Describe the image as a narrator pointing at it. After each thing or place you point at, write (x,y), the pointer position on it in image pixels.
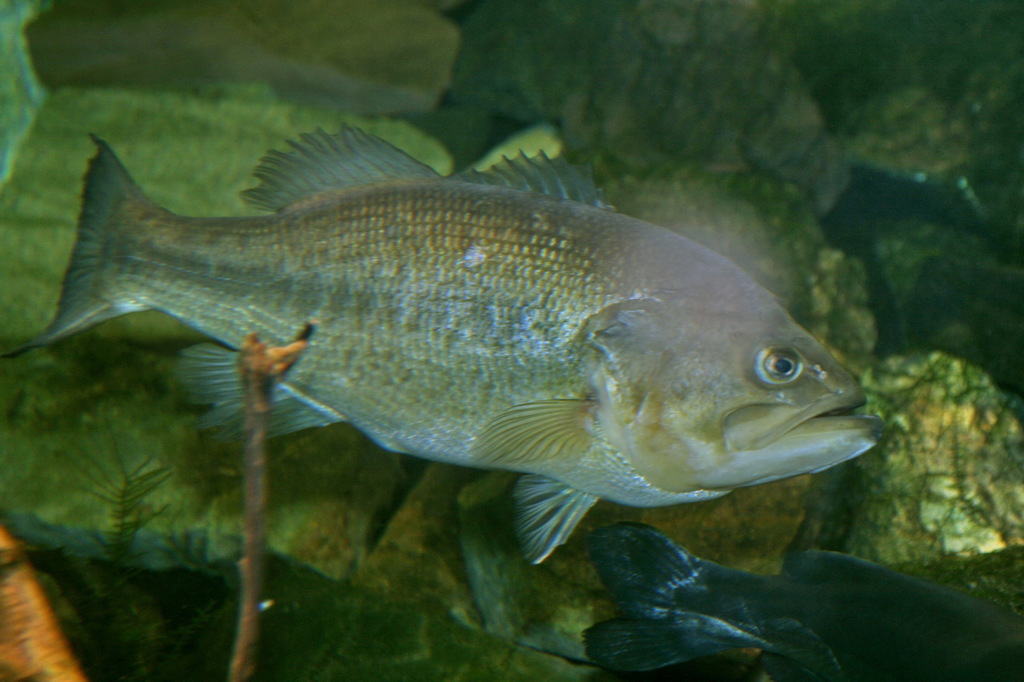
In center of the image (380,428) there is a fish (699,244). There is a stick (250,506).
